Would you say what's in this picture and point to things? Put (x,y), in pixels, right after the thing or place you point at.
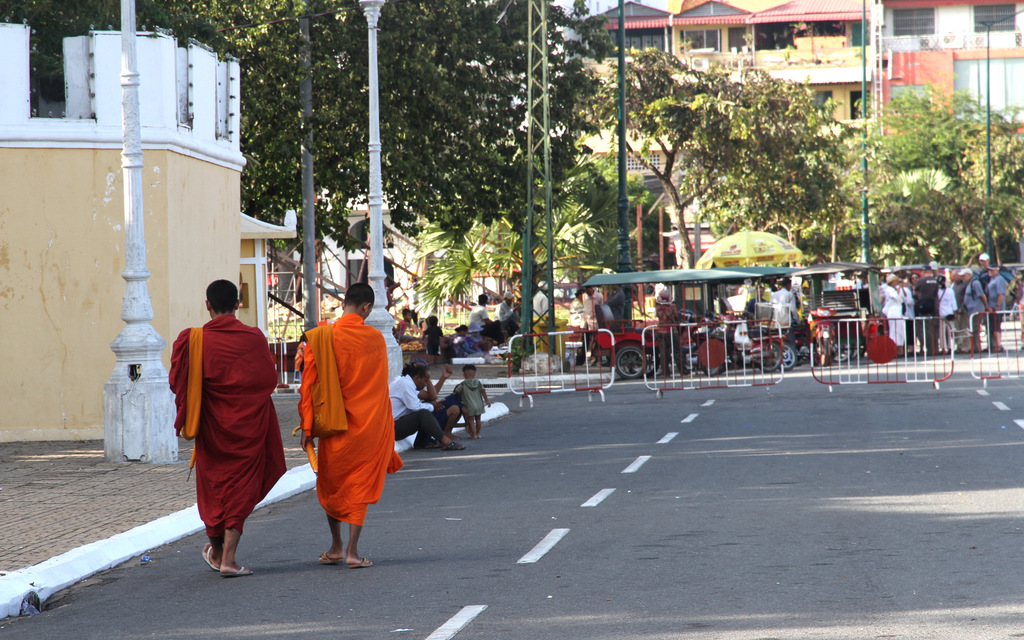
In this image there are two persons (231,465) walking on a road (817,473), on the left side (135,511) there is footpath (12,569) on that there people (428,407) sitting, and there are poles (309,262), a building (178,125) and tree (447,13), in the background (668,325) there are iron frames (775,329) and there are people (939,278) standing there are vehicles (636,278), trees (795,153) and houses (702,51).
